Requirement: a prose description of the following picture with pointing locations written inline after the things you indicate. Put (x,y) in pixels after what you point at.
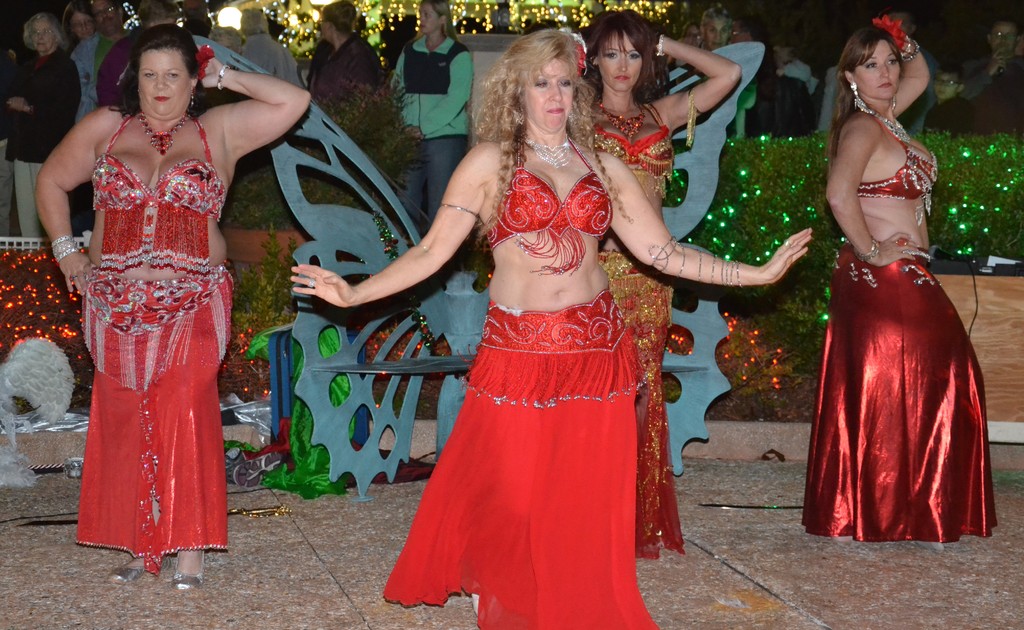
In this image, we can see four women (600,422) are dancing on the floor (981,602). In the background (735,326), we can see plants (83,360), decorative objects (35,367), people (947,114), few things (999,333) and dark view (954,11).
